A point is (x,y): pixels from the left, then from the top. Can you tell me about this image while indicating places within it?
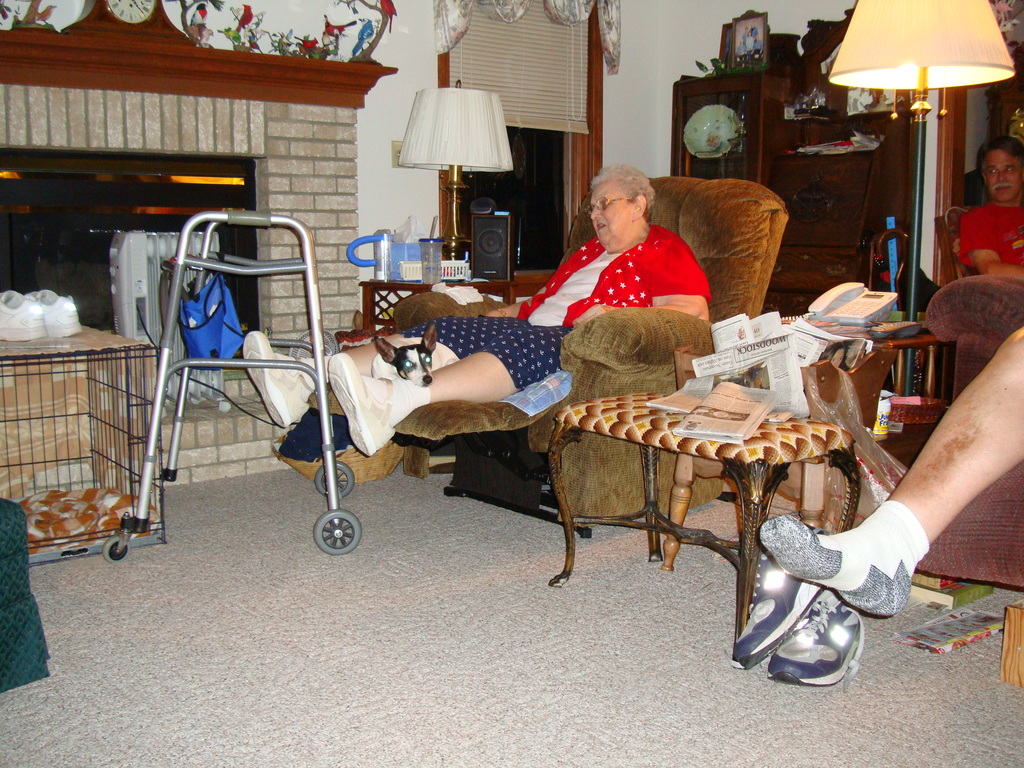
This picture is taken in a room (515,567) where a woman (538,324) is sitting on the sofa (573,378) which is in the center (621,323), at the right side (962,402) there is a legs (971,453) visible of the person (958,469) wearing a socks (859,557) and the man (1007,217) is sitting on the sofa (1016,299), in front of the man (993,228) there is a lamp (927,107), landline phone (874,302), papers (772,362) which is on the table (751,453). On the left side (63,486) there is a cage (99,434) pair of shoes (49,316) which is on the cage (86,363). In the background (301,157) there is a building wall (656,55), window (547,78), right side (771,121) there is a cupboard (774,136) with a photo frame (753,52) on it. In the center (400,287) there is a lamp (460,169), jars (383,264) which is on the table (388,294) and a clock (140,22).
